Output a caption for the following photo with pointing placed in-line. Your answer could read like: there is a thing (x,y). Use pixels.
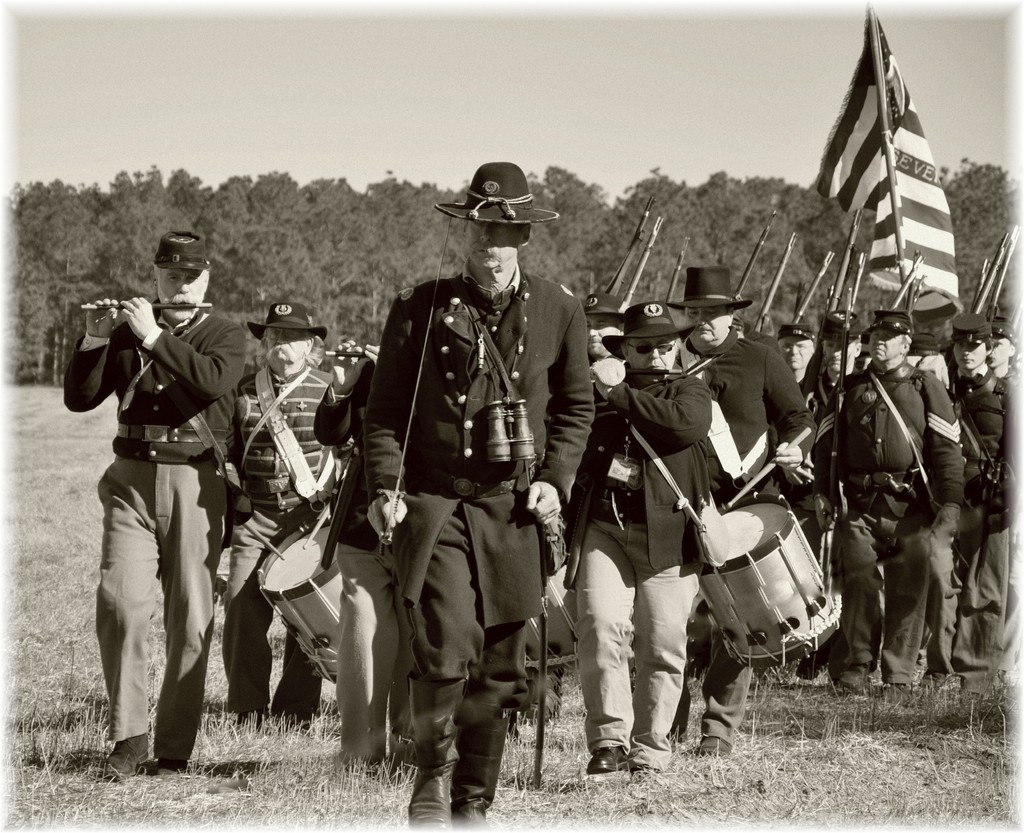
This picture is clicked outside. In the foreground (184,584) we can see the group of people (810,398) holding some objects (343,499) and seems to be walking and we can see the flag (872,151). In the background (135,181) we can see the sky (259,81), trees (420,210) and the grass (84,652).
